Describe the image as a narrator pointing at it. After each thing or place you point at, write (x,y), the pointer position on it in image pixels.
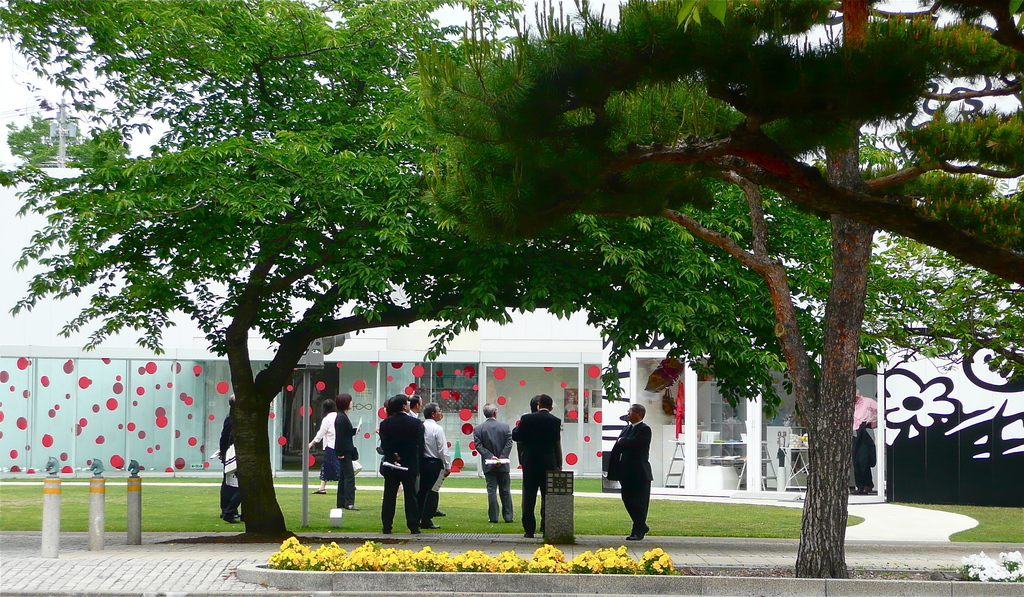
In the foreground (386,529), I can see a curb (251,595), flowering plants (374,552), poles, trees (804,572), grass (582,531) and a group of people (487,473) are standing on grass (621,509). In the background (582,456), I can see buildings (584,326), pillars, paintings (916,452) on a wall (912,474) and the sky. This image taken, maybe during a day.
